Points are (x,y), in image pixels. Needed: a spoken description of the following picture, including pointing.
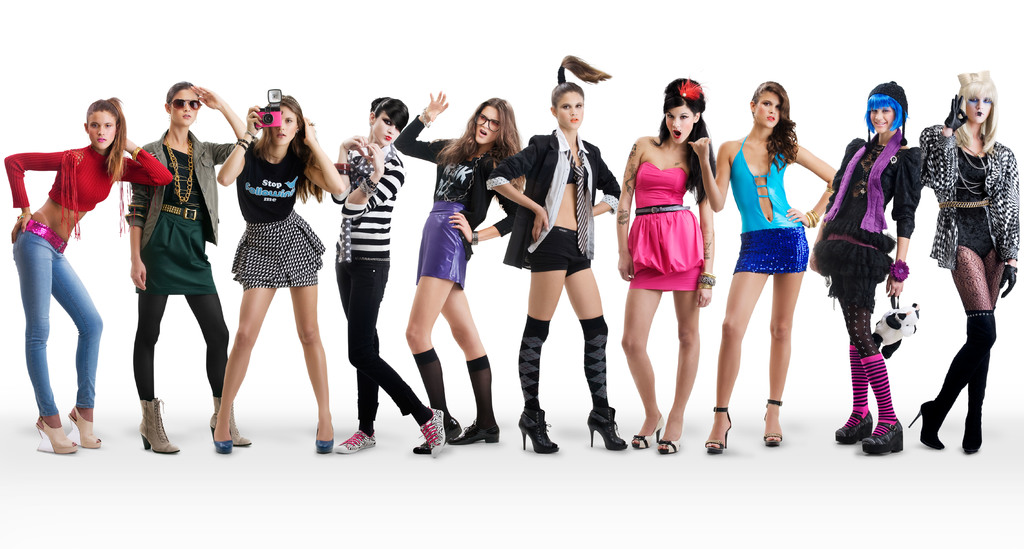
In this image we can see a group of people (538,377) standing. There are few people (852,316) holding objects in their hands (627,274). There is white background (372,504) in the image.
